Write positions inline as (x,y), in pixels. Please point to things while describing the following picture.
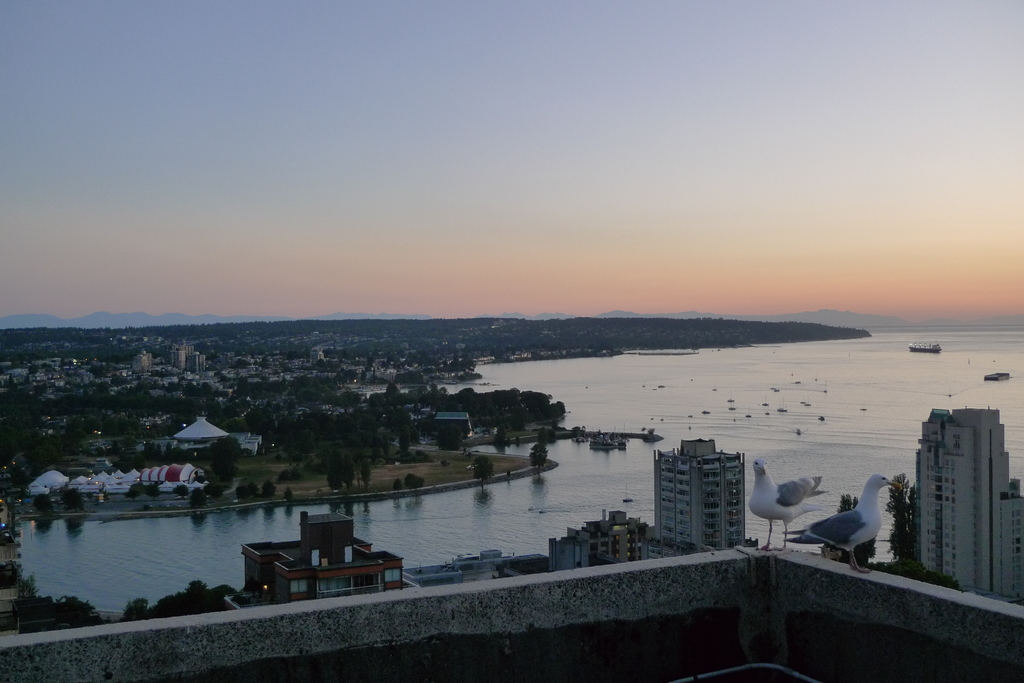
In this image, on the right side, we can see two birds (759,503) standing on the wall (857,642). On the right side (1005,475), we can also see some buildings (711,491). In the middle of the image (681,389), we can see some buildings (329,522), water (752,526) in a lake (796,521). On the left side (267,586), we can also see some trees (116,407), houses (257,402), buildings (248,442). In the background (221,404), we can see some boats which are floating in the water (787,446), trees (636,339), houses (321,350), mountains (899,324). At the top (685,125), we can see a sky (657,170), at the bottom (355,460), we can see some plants (402,429), trees (378,435), land (392,479) and water (860,430) in a lake (168,536).
